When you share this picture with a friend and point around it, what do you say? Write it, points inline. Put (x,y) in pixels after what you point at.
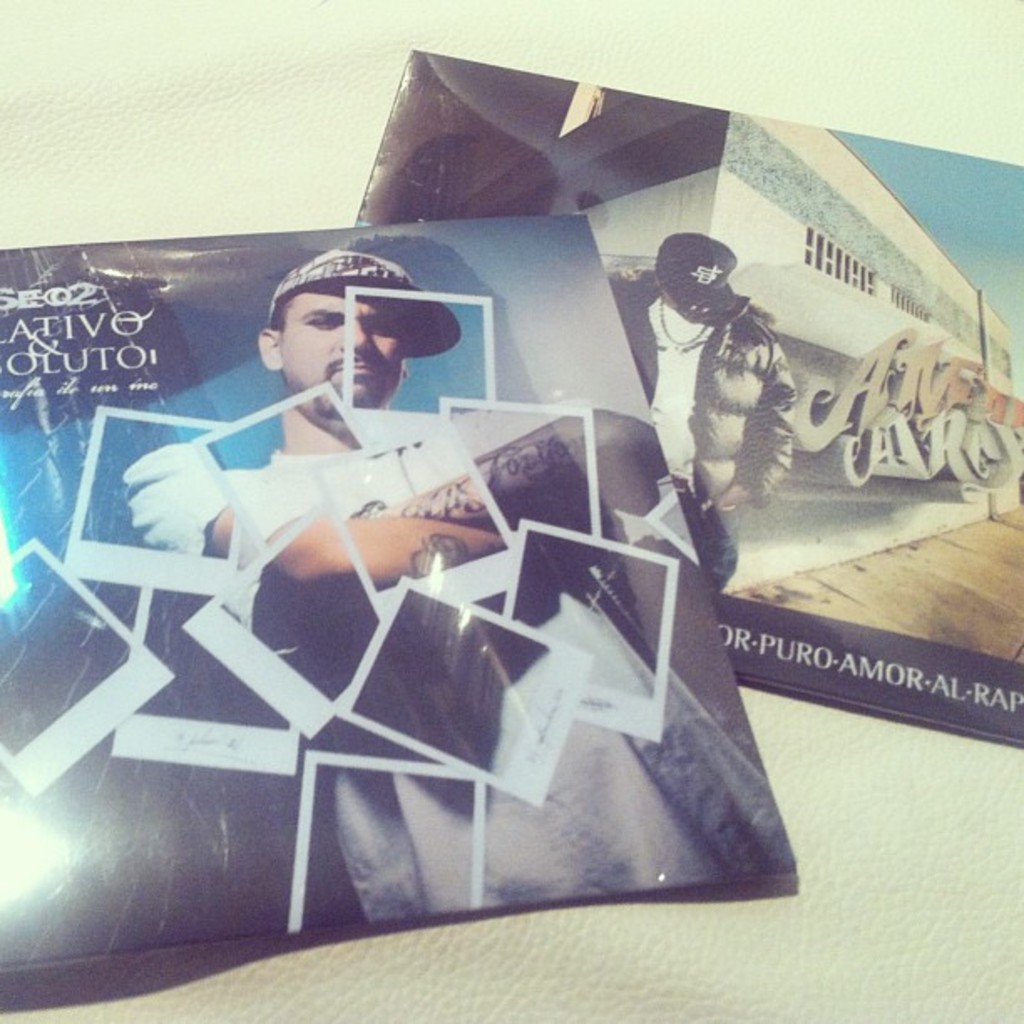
In this image we can see the flyers (512,417) with the text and human images (655,347). In the background (290,108) we can see the plain surface (780,39).
